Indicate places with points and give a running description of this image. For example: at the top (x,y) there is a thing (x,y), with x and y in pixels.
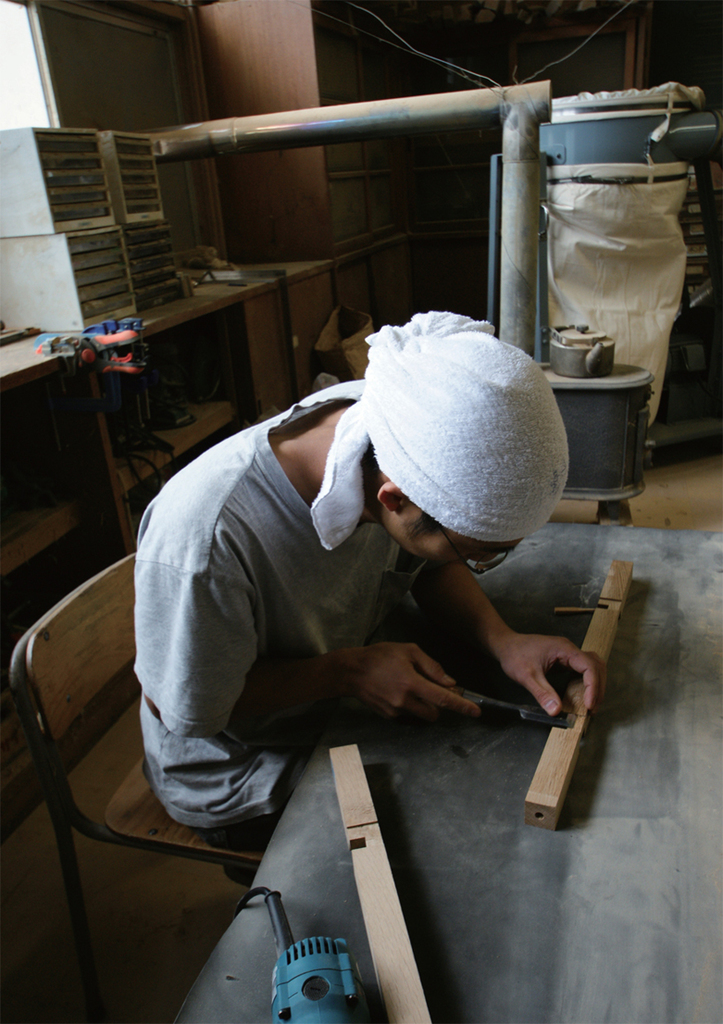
In this image there is a man (268,616) sitting on the chair (60,622). In front of him there is a table (477,780). On the table (469,826) there is a wooden piece (546,800). He is working with the knife (542,721). Beside him there is a wooden stick (375,889) and a cutter (310,953). In the background (213,311) there is a desk (195,309) on which there are boxes (130,186). On the right side (615,210) top there is a machine (627,240).
